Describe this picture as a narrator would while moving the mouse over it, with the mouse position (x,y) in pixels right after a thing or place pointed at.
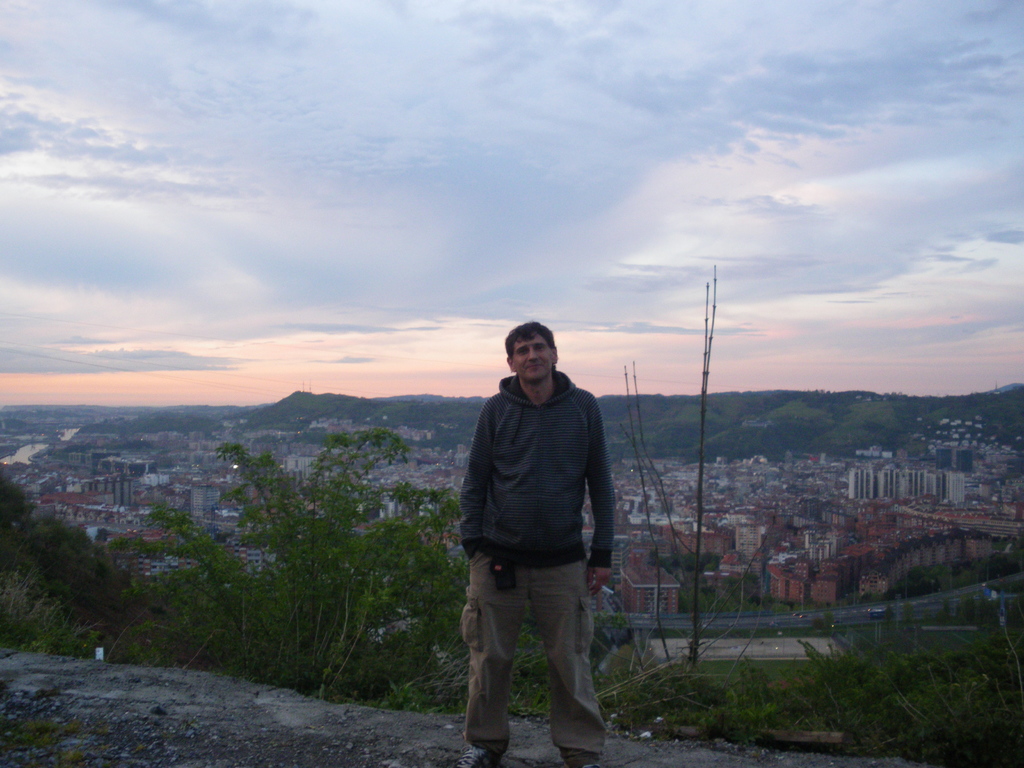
In this picture we can see a man (511,578) is standing on the path (514,744) and behind the man (541,527) there are trees (698,613), houses (127,472) and a sky (166,190).
